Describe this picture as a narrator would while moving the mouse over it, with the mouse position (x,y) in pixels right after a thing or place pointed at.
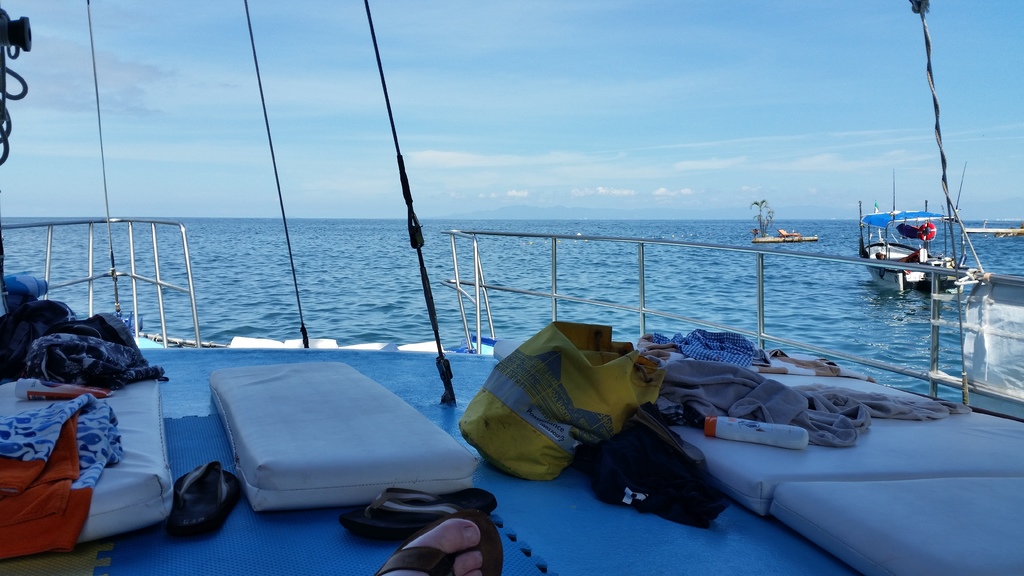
In this image I can see few bags (518,387), clothes (662,481), few mattresses (863,478), foot wears (494,575) and few objects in the ship (462,291). I can see few ships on the water surface (587,280). The sky (632,40) is in blue and white color.
